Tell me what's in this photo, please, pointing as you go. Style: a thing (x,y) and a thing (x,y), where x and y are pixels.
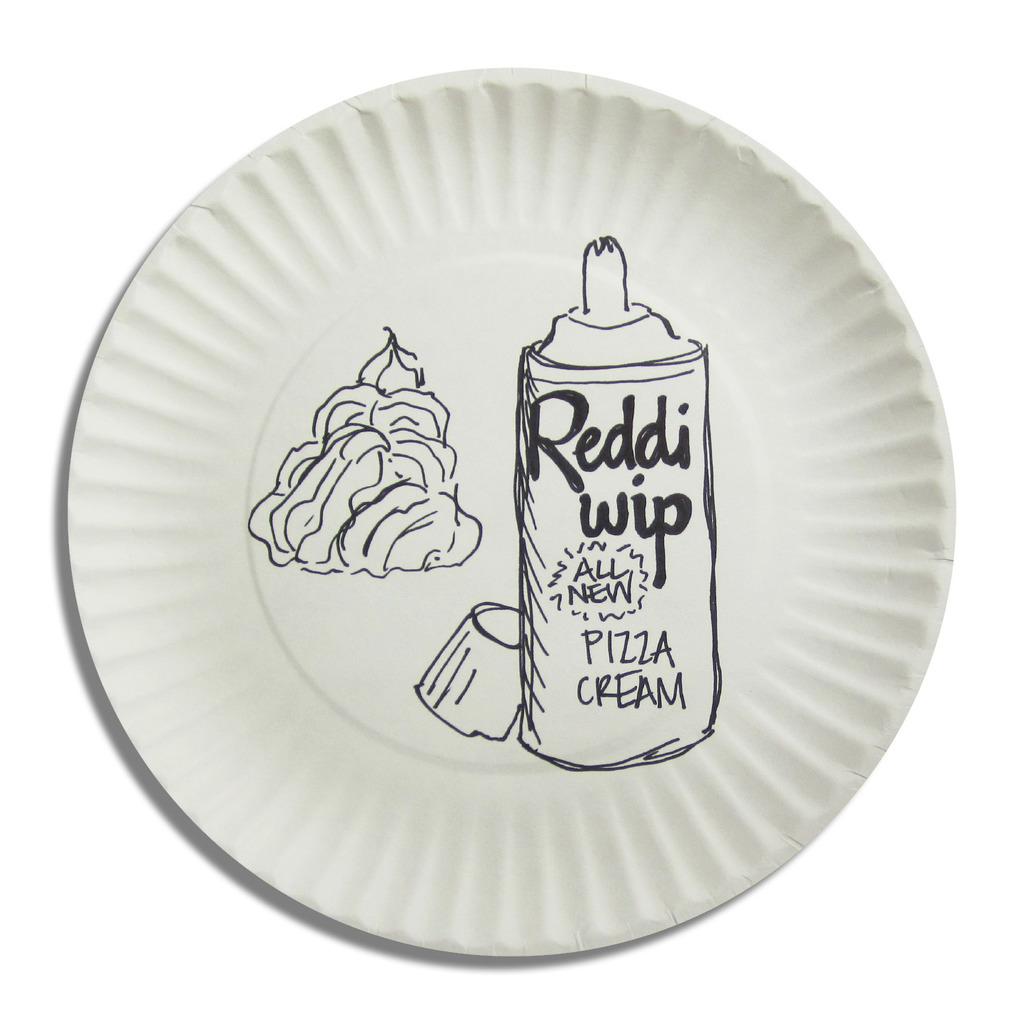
In this image we can see a sketch (434,392) on a plate (518,510). The background (173,1001) is white in color.
